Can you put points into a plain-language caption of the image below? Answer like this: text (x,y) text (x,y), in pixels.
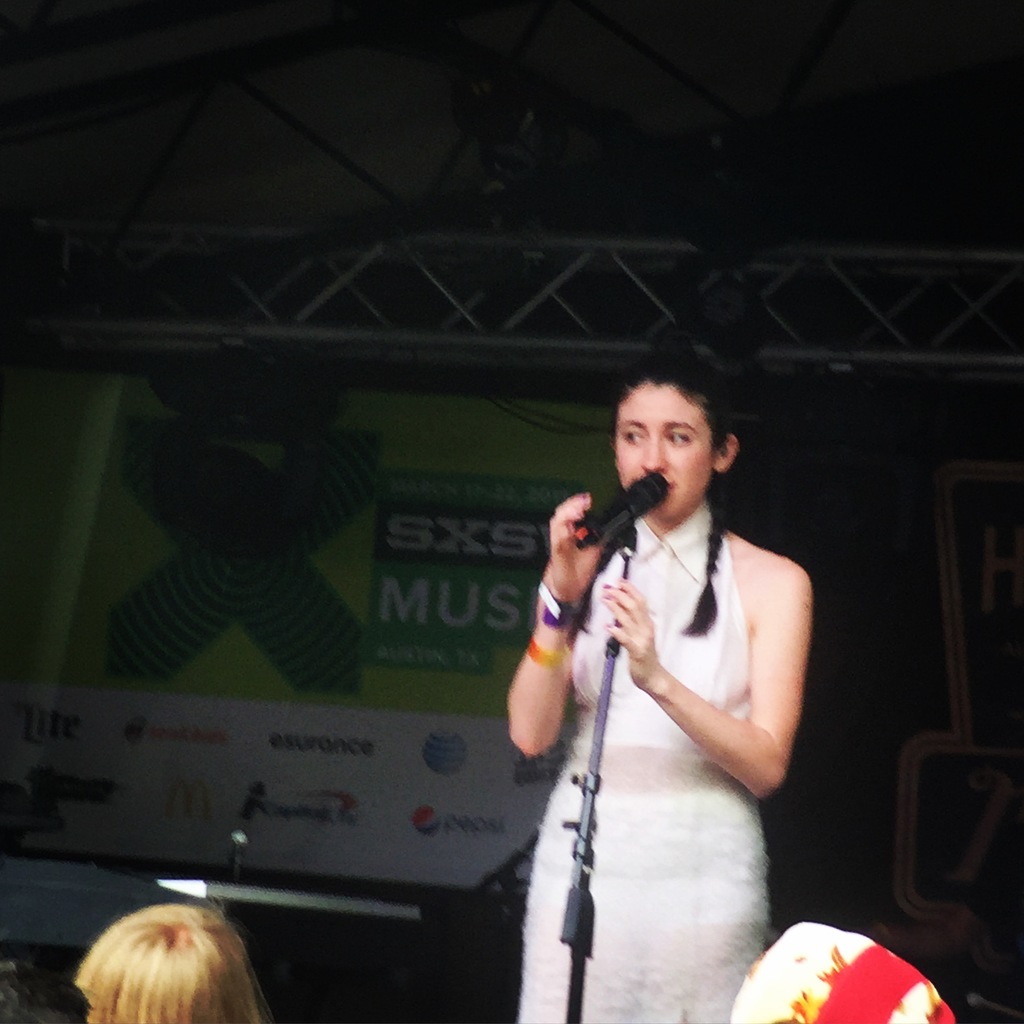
In this image there is a girl (648,801) standing on the stage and speaking on a microphone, in front of her there are a few people (29,1007).
